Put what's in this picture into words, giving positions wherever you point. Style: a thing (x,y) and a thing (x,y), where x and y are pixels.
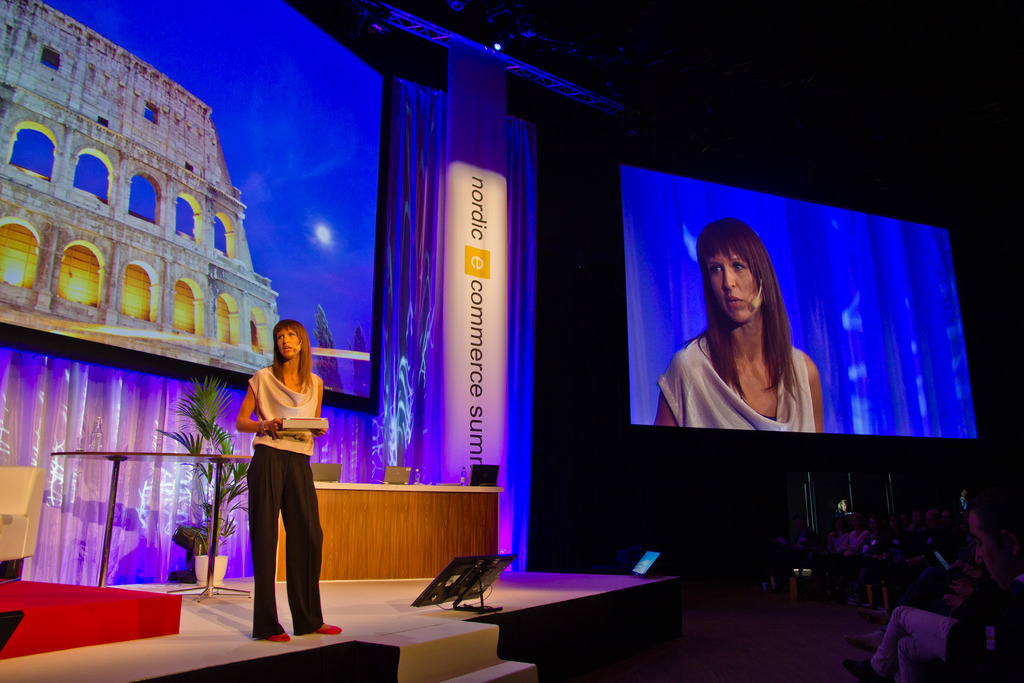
a woman (277,421) is standing on the stage (222,658) there are many items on the stage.
